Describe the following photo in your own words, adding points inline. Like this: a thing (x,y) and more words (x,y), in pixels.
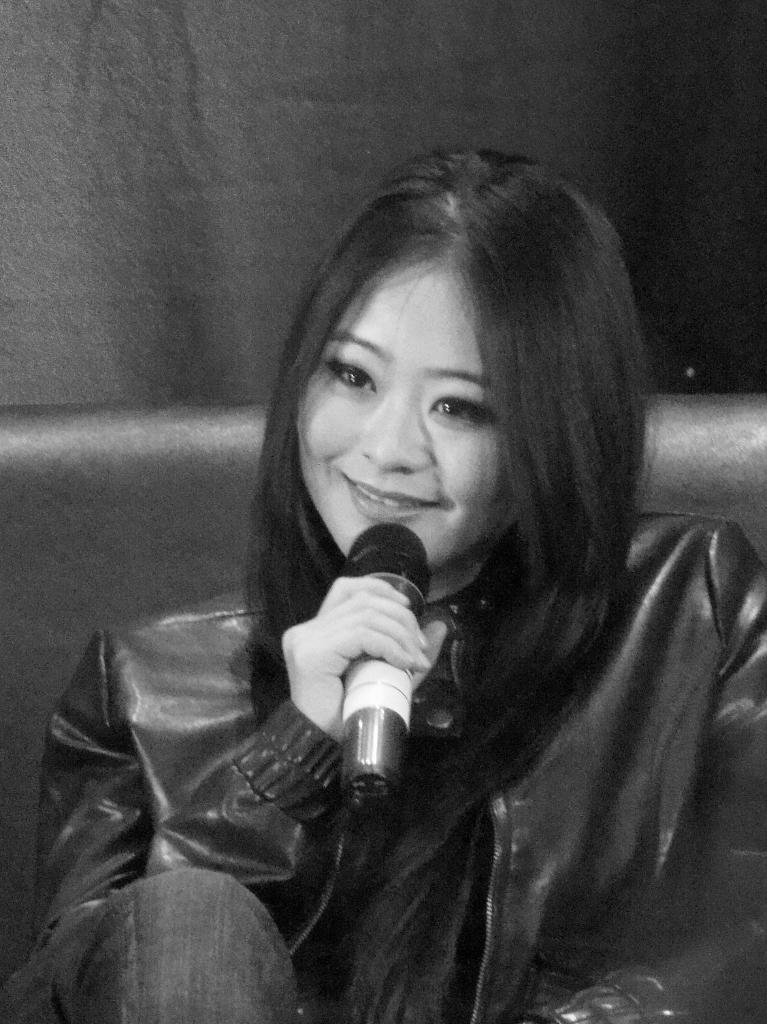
It is a black and white picture, a women (405,836) wearing jacket (426,714) is holding mic (399,544), she smiling, she is sitting on a sofa (21,461), behind her there is a curtain (91,270).
